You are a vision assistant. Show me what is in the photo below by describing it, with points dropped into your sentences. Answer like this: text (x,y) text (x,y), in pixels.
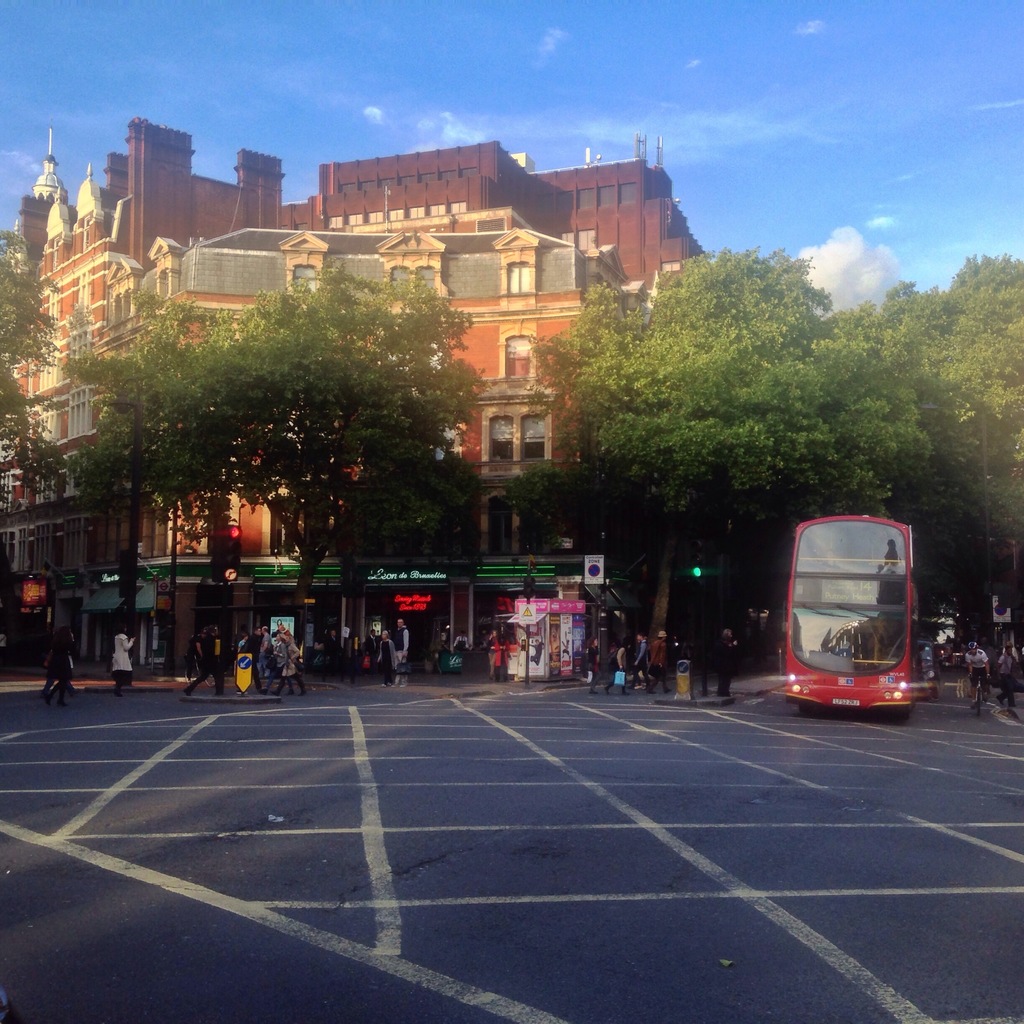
In the foreground of the picture (775,726) I can see the road (910,714). I can see a red color double Decker bus (873,604) on the road (1009,728) on the right side (795,629). There is a person (976,661) with a bicycle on the road (944,685) on the right side (979,645). I can see a few people (1013,661) walking on the road (966,705). In the background (400,516), I can see the buildings (280,270) and trees (840,446). There are clouds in the sky (856,155).
